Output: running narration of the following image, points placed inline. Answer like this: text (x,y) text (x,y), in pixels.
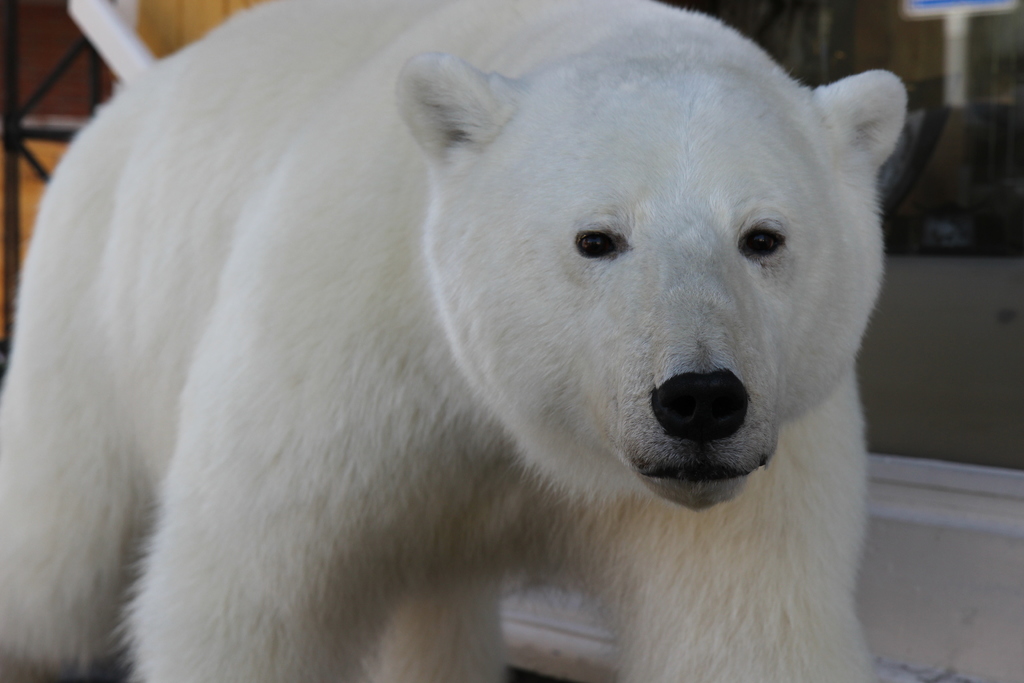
This image consists of a polar bear (561,351). It is in white color.
